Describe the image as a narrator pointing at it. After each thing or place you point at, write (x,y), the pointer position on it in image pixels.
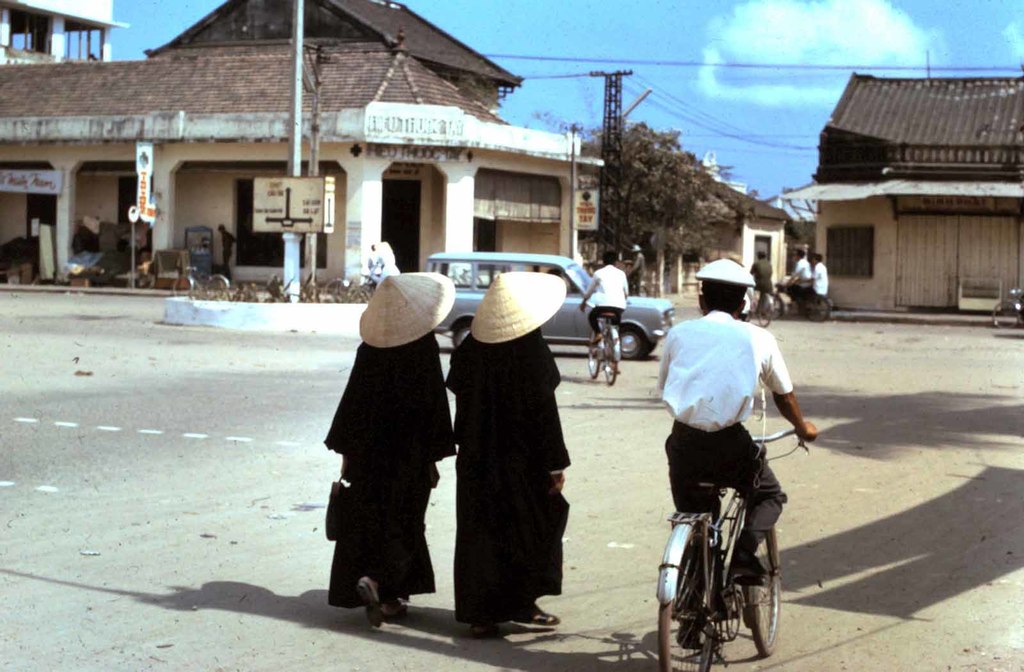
The picture is on a road (572,527). Two peoples (459,532) wearing black dress (503,487) and hats (540,308) are walking. One man (738,324) is riding cycle (681,520) in front of him few people (804,271) are also riding cycle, a car (554,257) is passing by. In the background (468,216) there are buildings (196,126), poles (297,107), trees (624,147). There are clouds (790,25) on the sky (793,26).
